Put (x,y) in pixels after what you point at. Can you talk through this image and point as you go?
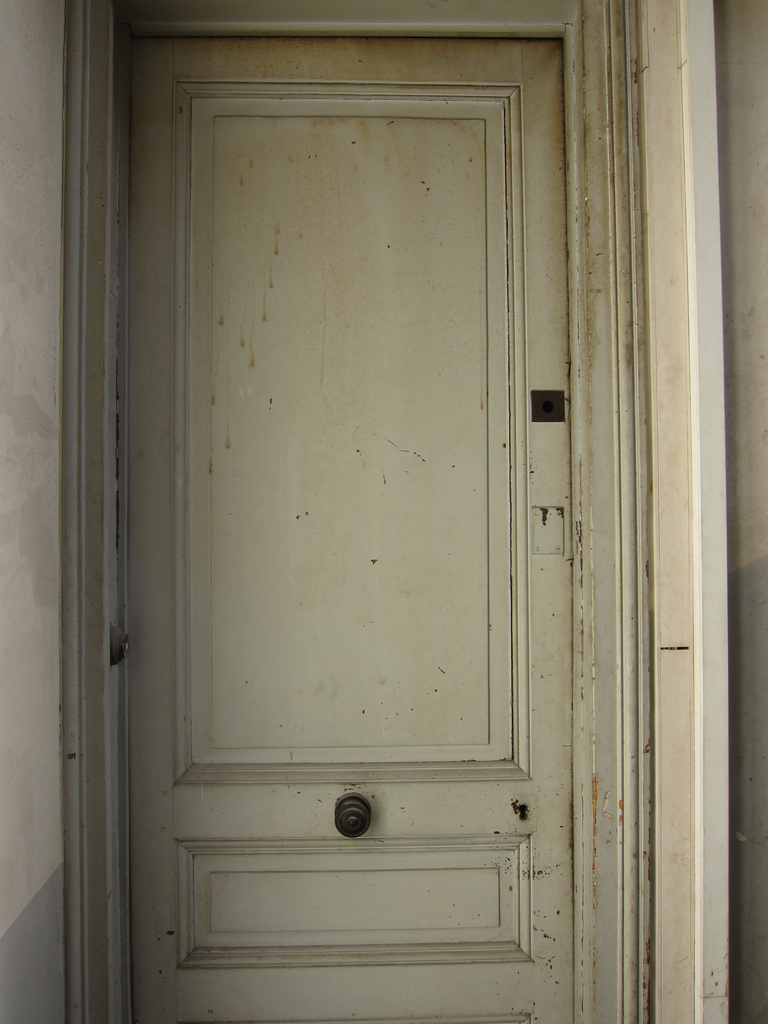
In this picture we can see a white door (237,813) with a black knob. We have white walls (54,746) on either side of the door (452,598).
